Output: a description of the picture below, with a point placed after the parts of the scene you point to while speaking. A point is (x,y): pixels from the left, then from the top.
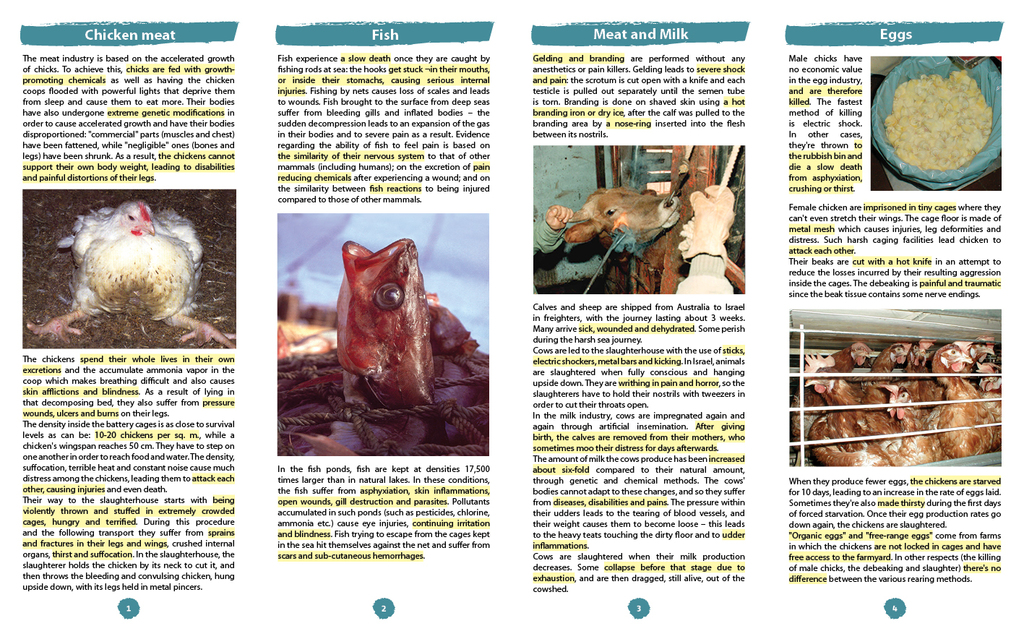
In this image, I can see the pictures (117,288) of the hens (177,255), fish (381,345), cow (648,206) and chicks (910,148) on the paper (317,363). These are the letters (161,355).
